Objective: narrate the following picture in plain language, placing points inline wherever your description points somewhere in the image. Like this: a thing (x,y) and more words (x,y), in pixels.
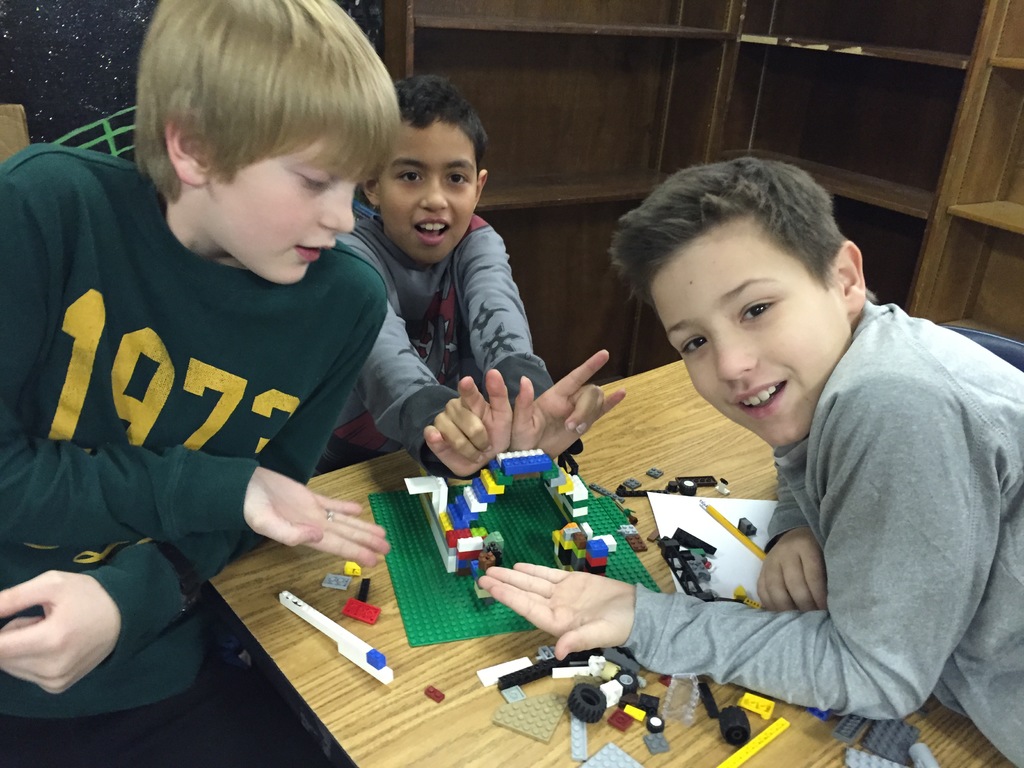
In this image I can see three people (426,417) with different color dresses (426,417). In-front of these people (374,437) I can see the table (392,707). On the table (447,708) there is a lego (514,559) which is colorful. In the back (574,176) I can see the rack (697,139).
